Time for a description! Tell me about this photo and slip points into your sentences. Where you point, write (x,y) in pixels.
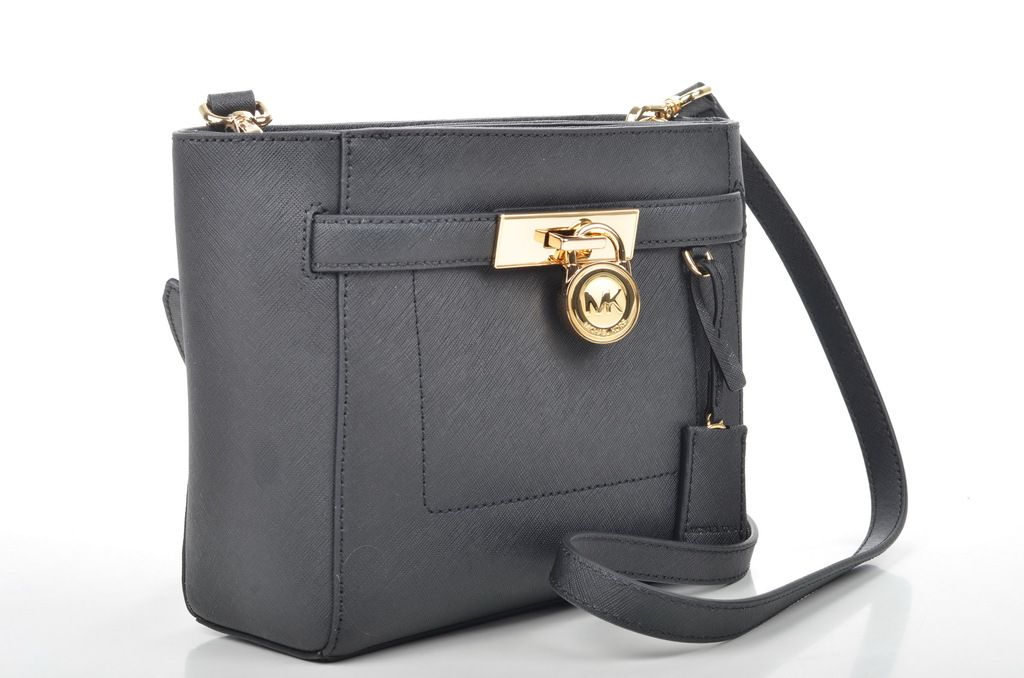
This is a leather handbag (579,514) with safety locking system (577,243) here.
